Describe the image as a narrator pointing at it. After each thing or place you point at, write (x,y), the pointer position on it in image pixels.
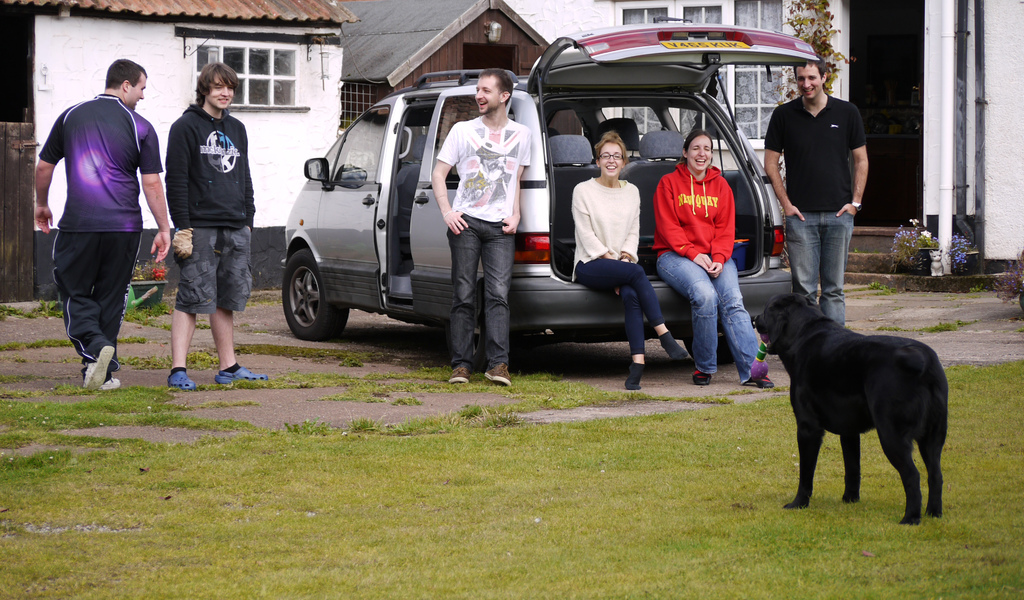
There are two person (198,194) standing on the left side (213,185). And two ladies (633,261) are sitting on the dicky (561,96) of the car (566,155). And a dog (831,384) is standing in front (844,399) them. And another two person (831,174) wearing black and white shirt (467,161) is standing. And there is a grass lawn (553,491). In the background (392,32) there is a house (632,11).
